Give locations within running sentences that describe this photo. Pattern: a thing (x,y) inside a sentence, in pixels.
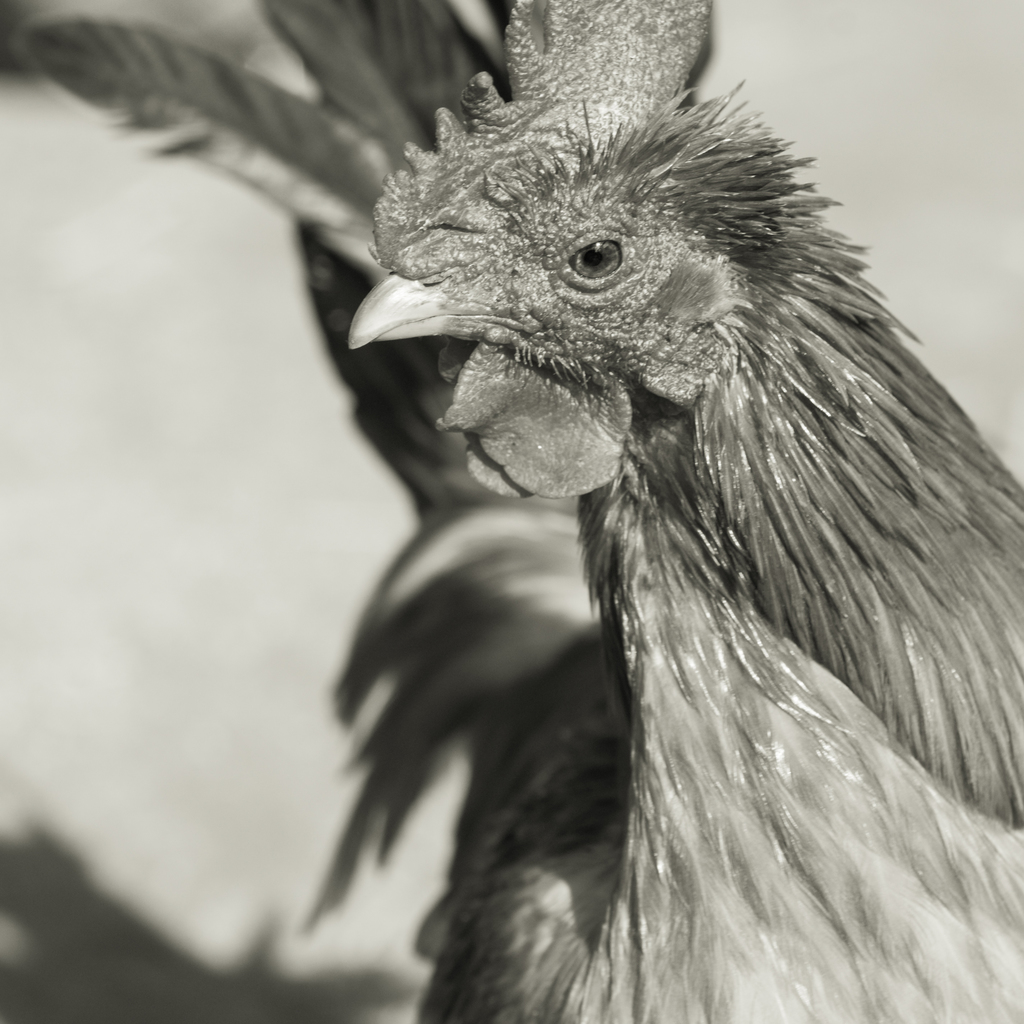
This picture consists of rooster (766,665).
